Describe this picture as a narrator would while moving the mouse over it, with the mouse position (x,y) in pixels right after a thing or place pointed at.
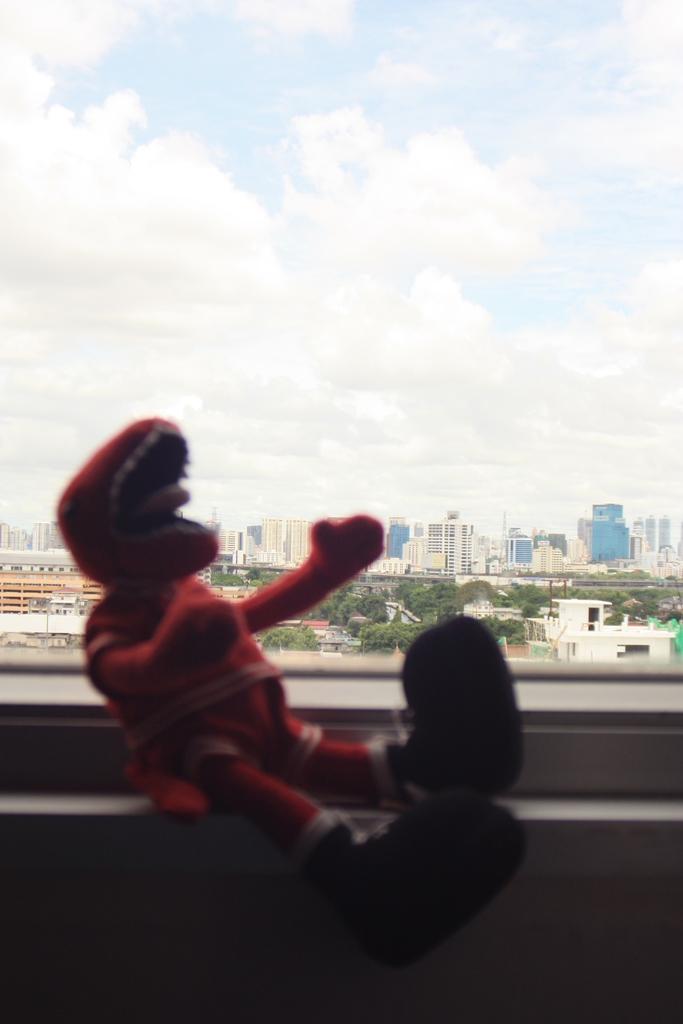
In this image there is a doll (295,746) at the window (534,726) and at the backside of the image (275,524) there are buildings (469,573), trees (390,636) and at the top (465,241) there is sky (478,185).
